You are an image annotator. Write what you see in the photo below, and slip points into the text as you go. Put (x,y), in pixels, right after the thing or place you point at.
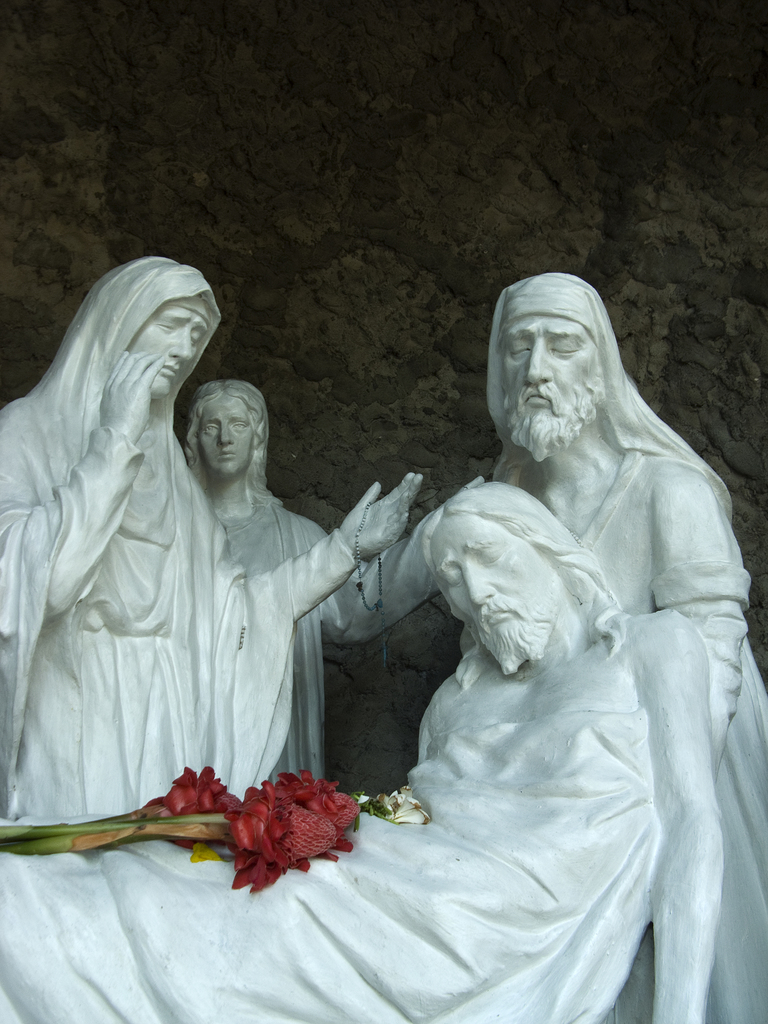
This image consists of sculptures (425,523) made up of rock (433,945). The sculptures (305,662) are in white color. On the sculpture (173,844) we can see the flowers (180,815). In the background (303,170), there is a rock (342,170).
